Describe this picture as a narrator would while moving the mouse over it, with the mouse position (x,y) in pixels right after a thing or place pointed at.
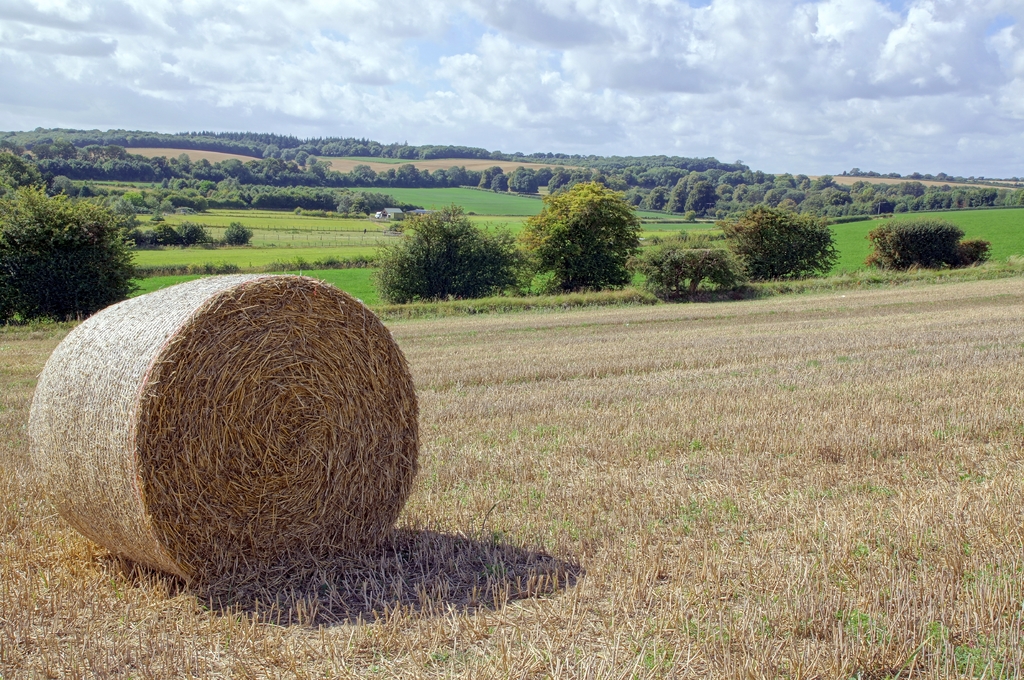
In this image there is a grass roll (243,477) on the land (697,536) having grass (761,394). Middle of the image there are few houses (399,213). Background (18,239) there are few trees (394,244) on the grassland (369,251). Top of the image (787,48) there is sky (525,98) with some clouds (672,92).
